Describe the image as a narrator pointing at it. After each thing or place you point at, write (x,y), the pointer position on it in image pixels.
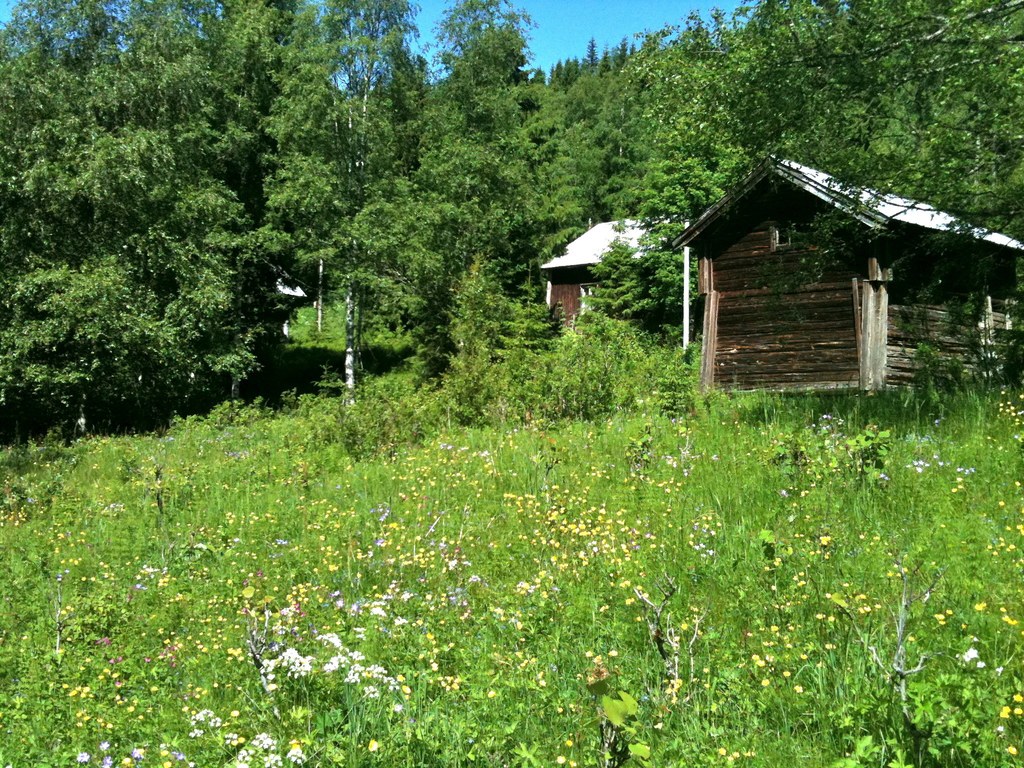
In this image we can see many plants (409,478) with flowers (291,632). Also there are houses (769,216). And a house (772,328) is made with wood (852,282). In the background (534,119) there are trees (641,119). Also there is sky (431,38).
